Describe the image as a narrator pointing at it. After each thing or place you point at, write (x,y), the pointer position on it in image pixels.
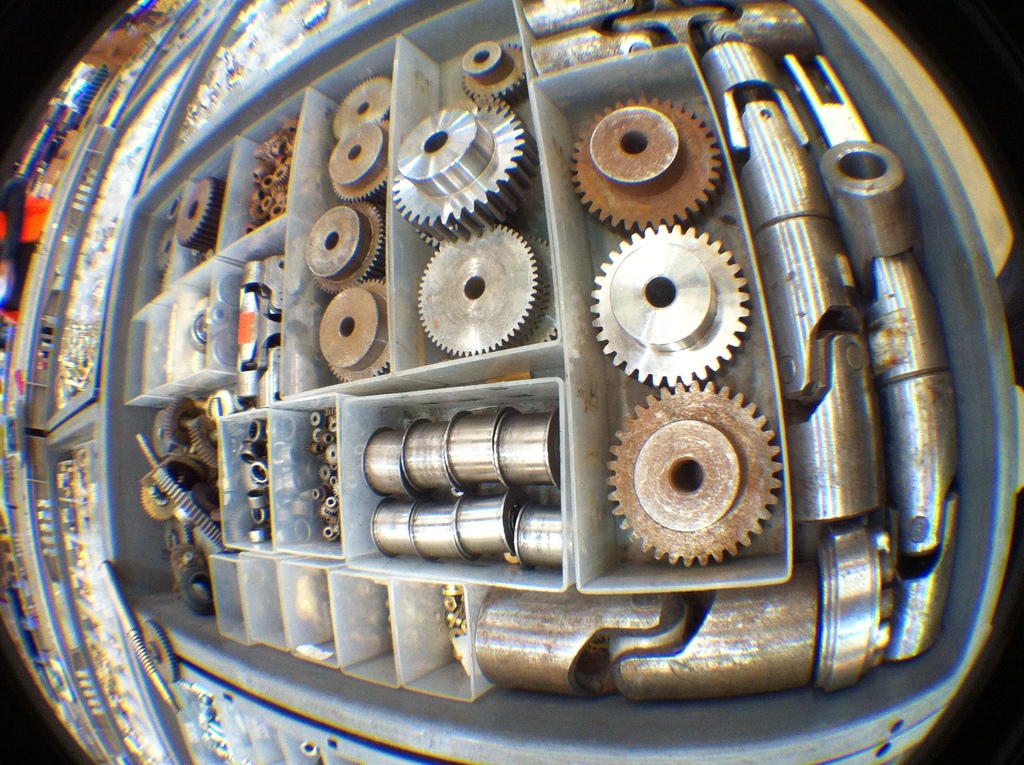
It is a zoomed in picture of mechanical parts (558,36) arranged in the shelf (371,522).
